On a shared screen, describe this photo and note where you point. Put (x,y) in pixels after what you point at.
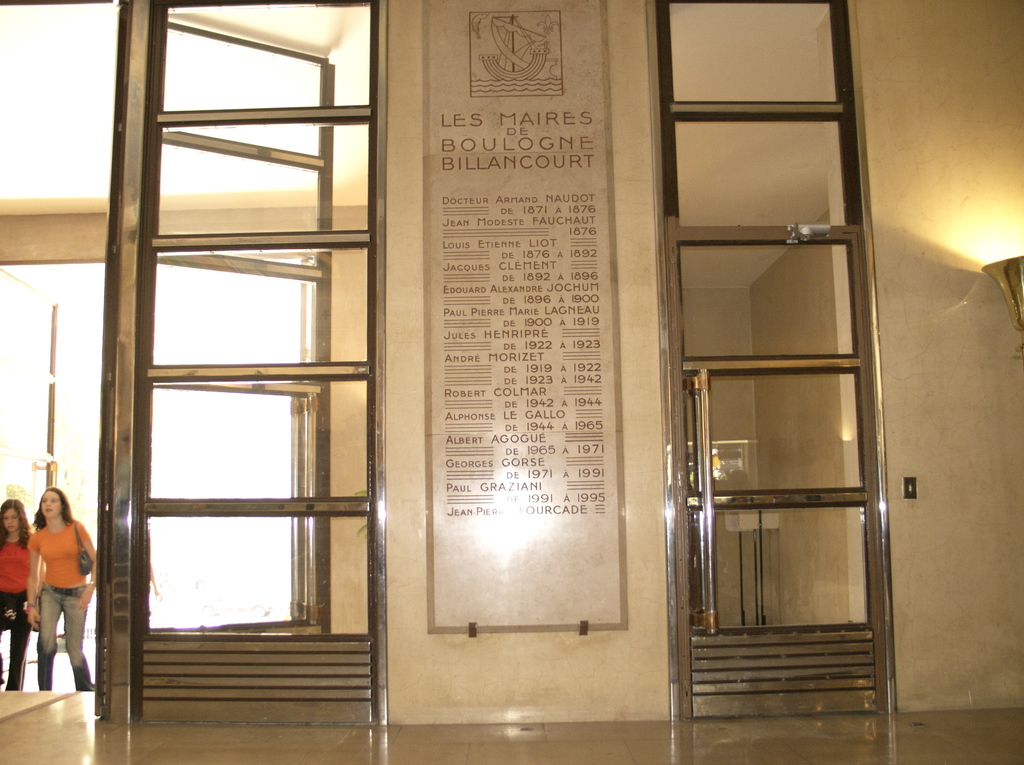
This image consists of two women (84,599) walking. In the front (305,487), there are doors (279,651) along with a wall (619,60). And there is a board (485,7) kept on the wall (633,125). At the bottom (439,749), there is a floor (559,761). To the right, there is a lamp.
